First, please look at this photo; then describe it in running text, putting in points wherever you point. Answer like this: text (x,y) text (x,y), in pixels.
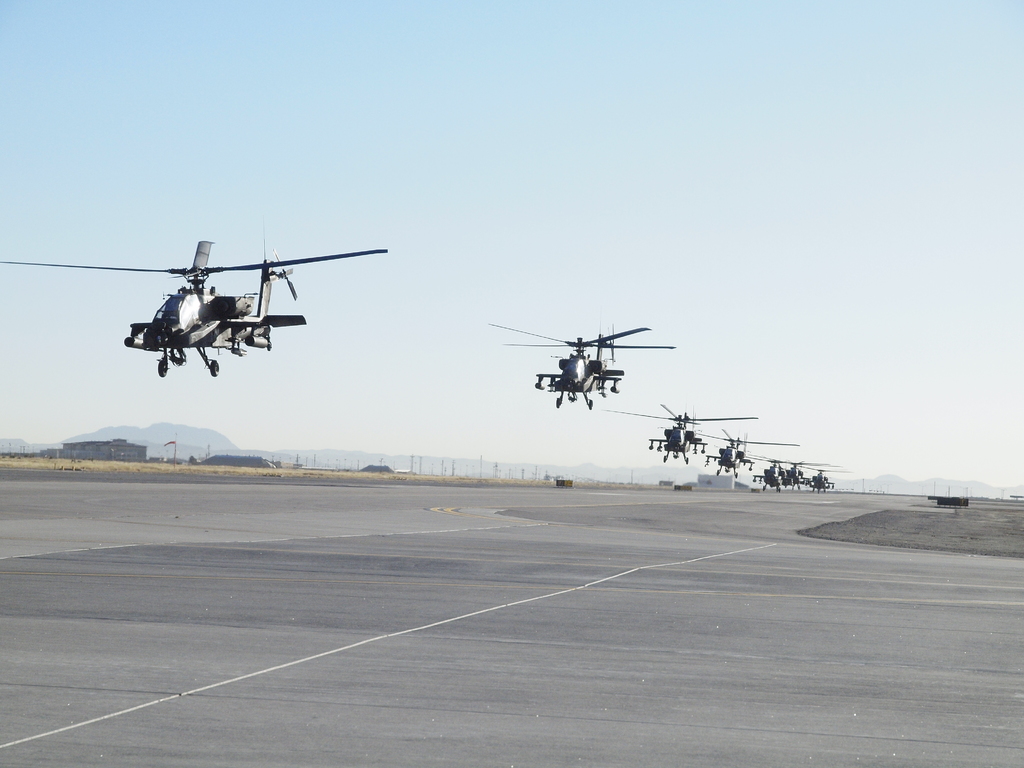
In this picture we can see a ground (595,616), here we can see helicopters (29,262), sheds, electric poles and in the background (522,478) we can see mountains (647,474), sky (991,311).
